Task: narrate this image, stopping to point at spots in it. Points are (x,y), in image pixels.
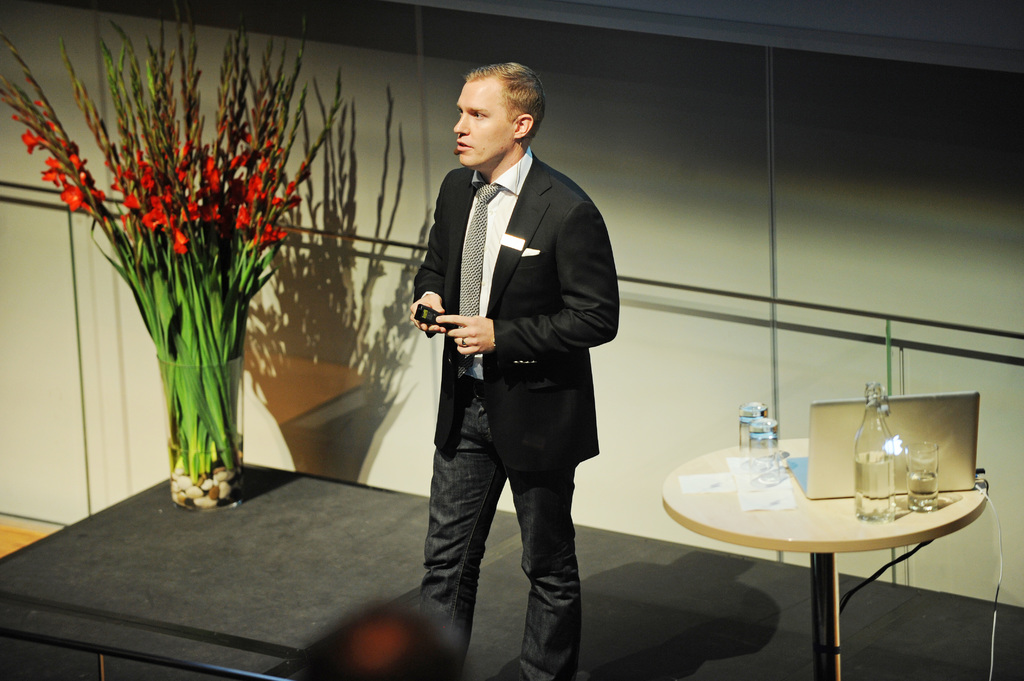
In this image I see a man (527,379) who is standing and there is a table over here and on the table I see few glasses (769,469), a bottle (866,495) and a laptop (831,490). I can also see there is a plant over here.
